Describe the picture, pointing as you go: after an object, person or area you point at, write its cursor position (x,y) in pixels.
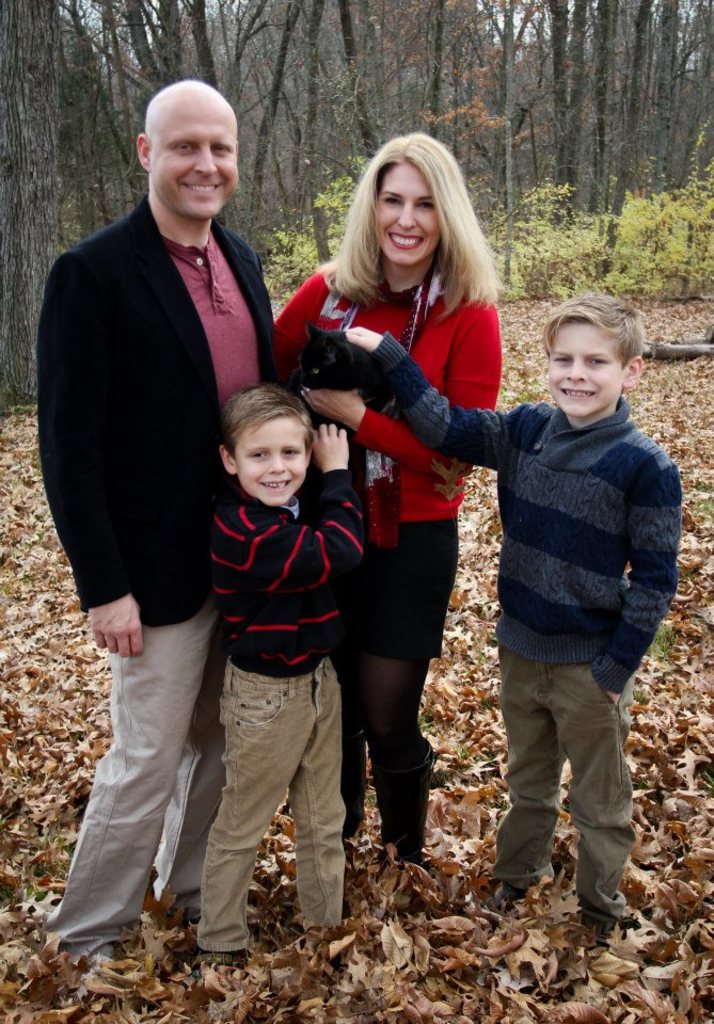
In the image we can see there are four people (204,263) man (156,264), woman (446,299) and two boys (523,507) and they are catching a cat (326,374). There are many trees (530,94), plants (579,247) and dry leaves (405,948).
